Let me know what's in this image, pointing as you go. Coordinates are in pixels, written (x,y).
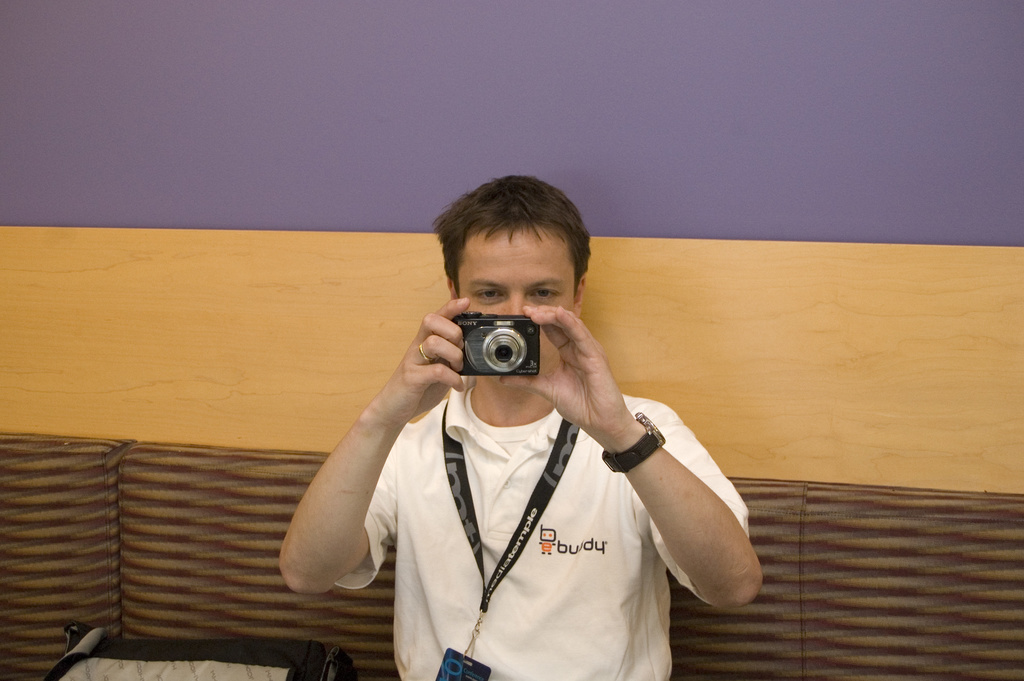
There is a man (546,521) in white color t-shirt (563,565), capturing a photo with the camera (505,349). In the background (588,95), there is a wall (403,105) color with blue and brown. And there is a sofa (793,519) below to this wall (792,258).
